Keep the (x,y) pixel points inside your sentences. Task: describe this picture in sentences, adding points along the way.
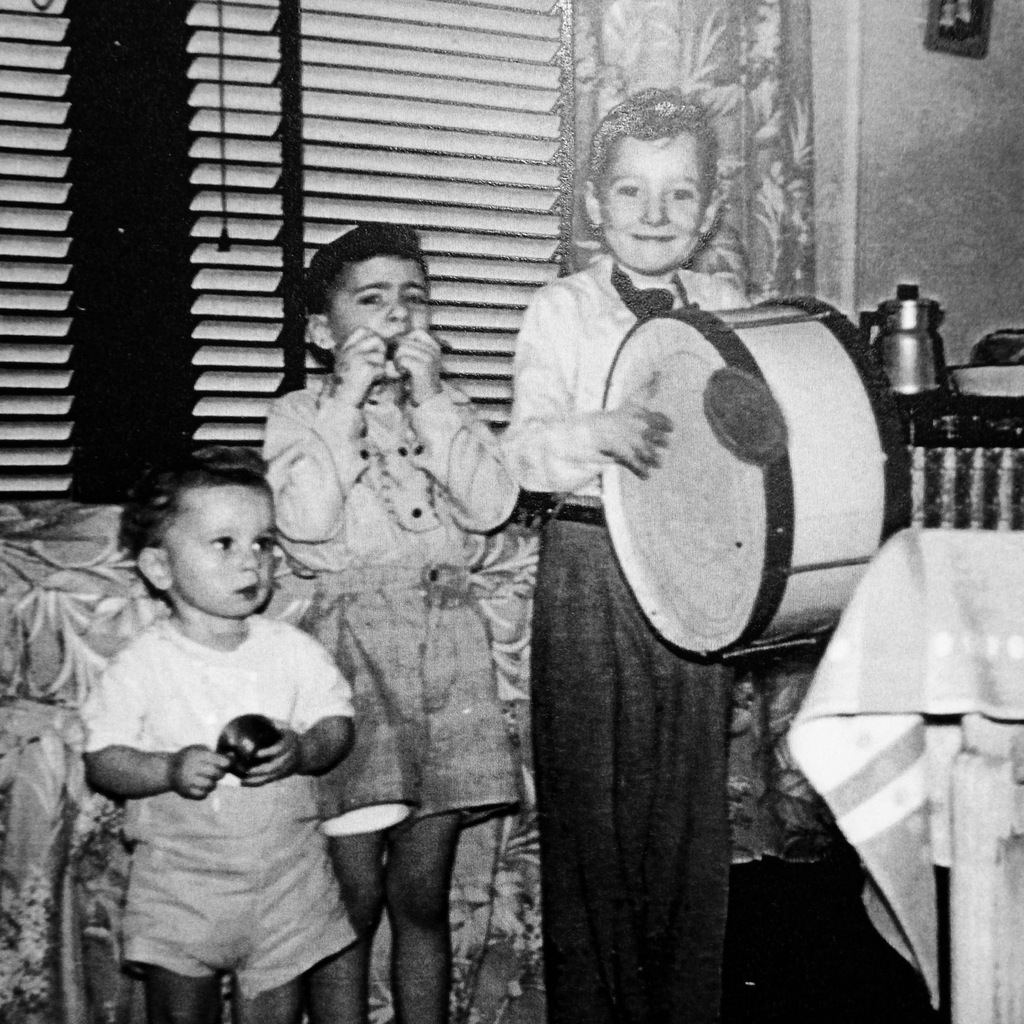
In this image, there are three kids (271,762) standing. One is playing a drum (681,530). Beside that the table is there. In the background (1004,281) there is a window (394,13) and a wall (909,209) white in color is there on which photo frame (970,43) is there. This image is taken inside a room (776,185).
